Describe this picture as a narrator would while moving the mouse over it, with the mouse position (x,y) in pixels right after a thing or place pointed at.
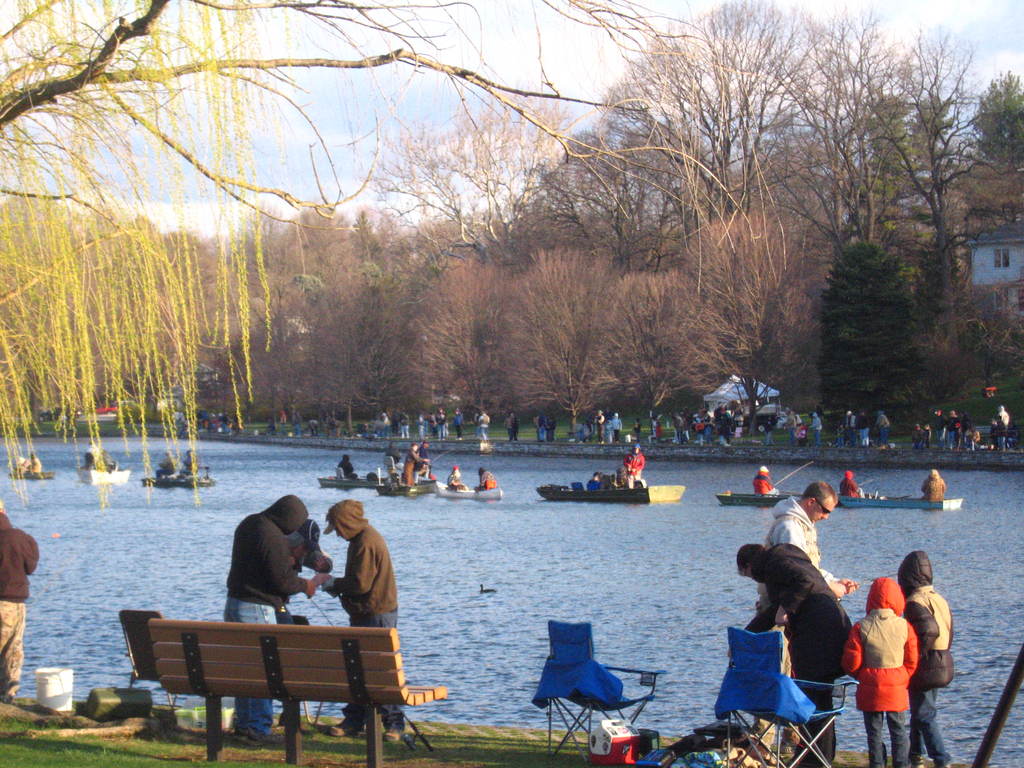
In this image I can see few people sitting in the boats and the boats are on the water (606,584) and I can see few people (940,636) standing, few chairs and the bench (345,671). In the background (604,305) I can see few trees (486,305), buildings (987,251) and the sky (439,82) is in white and blue color.
